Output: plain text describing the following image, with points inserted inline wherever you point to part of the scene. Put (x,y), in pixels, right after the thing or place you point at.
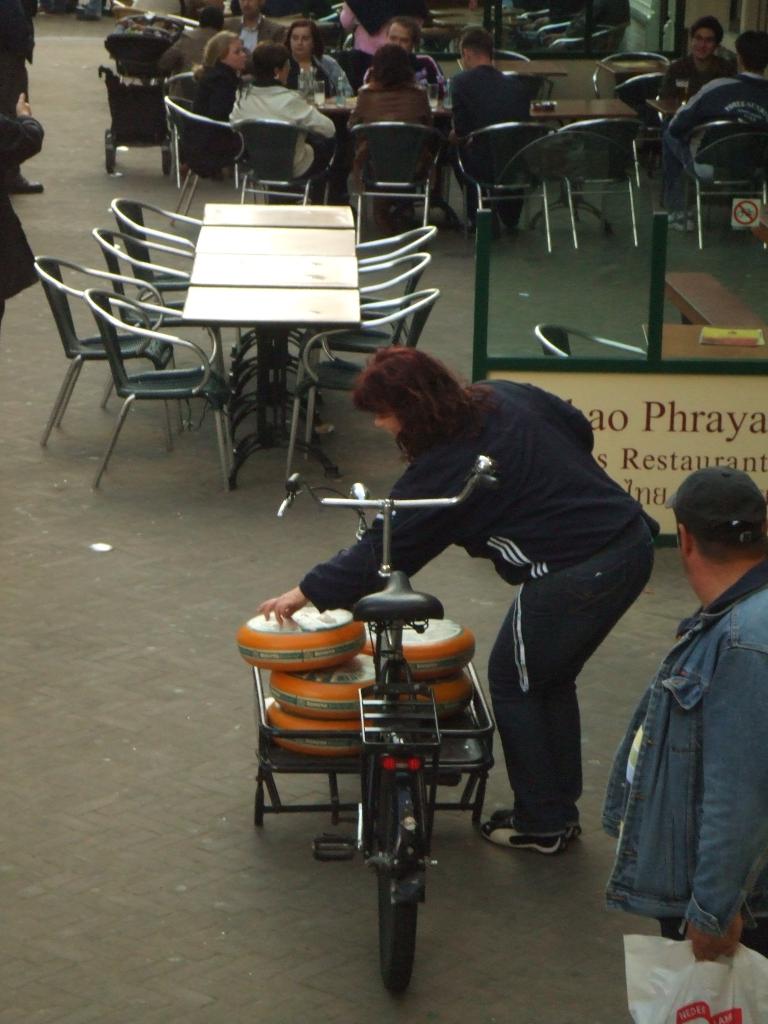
Bottom right side of the image (656,829) a man (692,500) is standing and watching. Beside him a person (537,420) is a standing and holding something. In the middle of the image (425,622) there is a bicycle (385,959). Top left side of the image (239,317) there are few tables (296,330) and chairs (298,188). Top right side of the image (707,178) there few people (395,24) sitting on chairs (739,129) surrounding the table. Top left side of the image (5,21) two persons (15,21) are standing.
